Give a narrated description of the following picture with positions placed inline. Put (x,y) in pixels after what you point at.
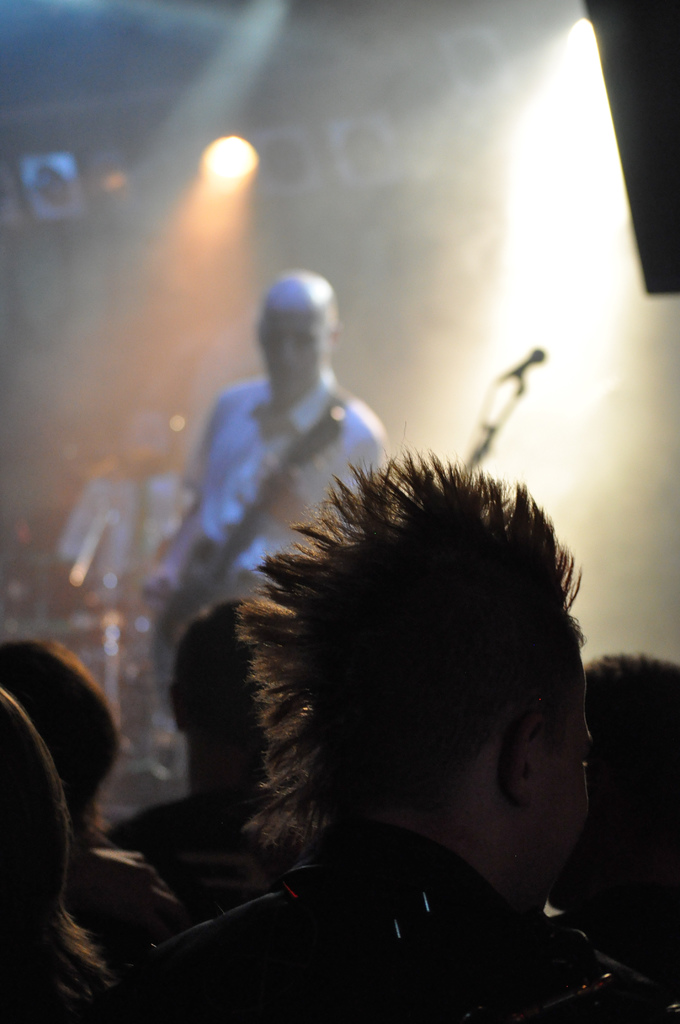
In this image we can see few persons (298,693). Behind the persons (309,689) we can see a person (358,408) playing musical instrument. In the background (220,330), we can see the lights (520,237).
